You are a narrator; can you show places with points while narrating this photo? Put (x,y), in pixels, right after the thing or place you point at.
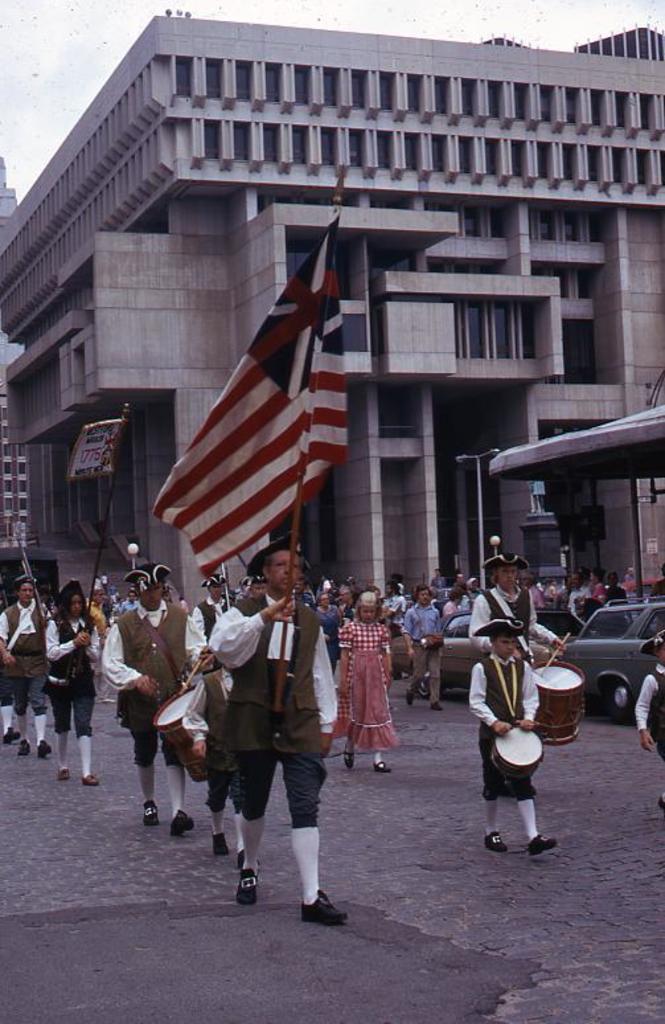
In this picture i can see a building (441,277) on the backside of the image (356,128) and i can see a sky (60,72). I can visible a road (37,848) and a group of people (217,684) walking on the road (283,902). On the front (293,657) there is a man (293,662) holding a flag (252,390) and the color is red. on the right side (619,619) there is a car (630,628) visible. and there are the two people (550,643) playing a drum (550,728). on the middle (365,677) there is a girl (375,685) wearing a red color skirt (370,670). On the right corner (480,513) there is a street pole (479,501) and the left side (109,458) there is a sign board (105,465).
